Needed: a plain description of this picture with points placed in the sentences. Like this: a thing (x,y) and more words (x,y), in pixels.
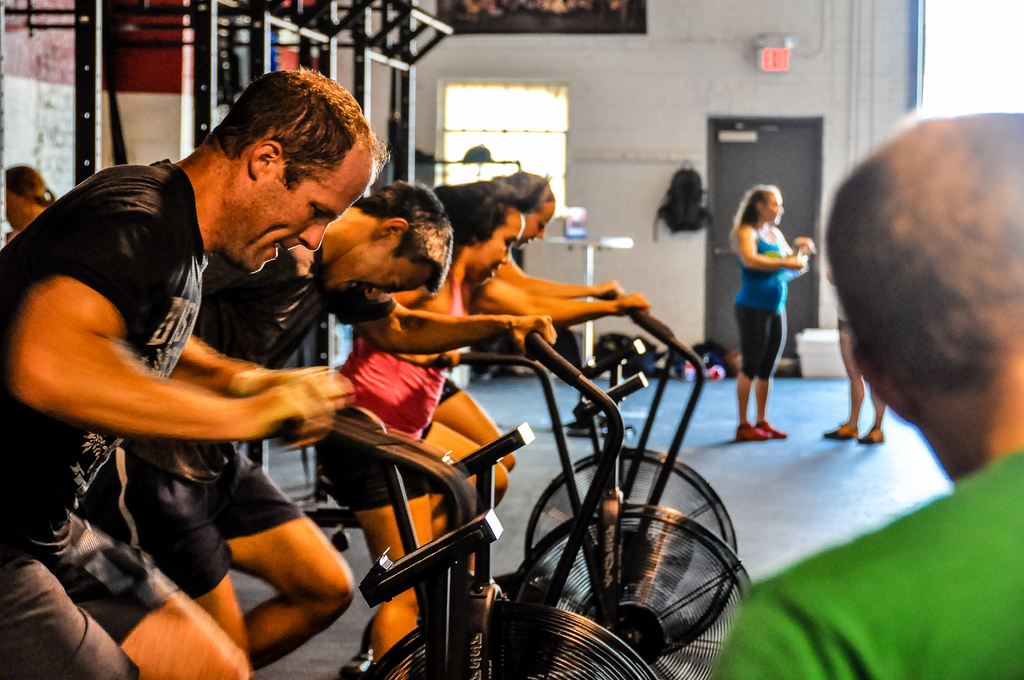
In this image there are so many people (20,507) cycling in the gym (687,338), beside them there are some other gym equipment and some other people (896,321) standing on the floor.
